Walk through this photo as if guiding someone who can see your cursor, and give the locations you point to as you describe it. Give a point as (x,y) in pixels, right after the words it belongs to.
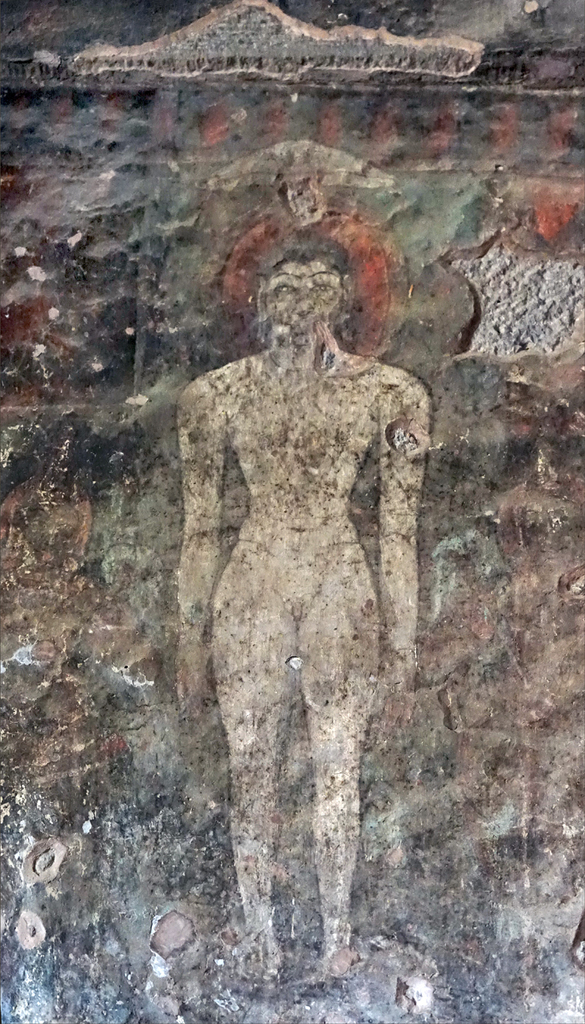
In this image there is a wall (244,138) with a painting (295,705) of a human (264,466) on it.
